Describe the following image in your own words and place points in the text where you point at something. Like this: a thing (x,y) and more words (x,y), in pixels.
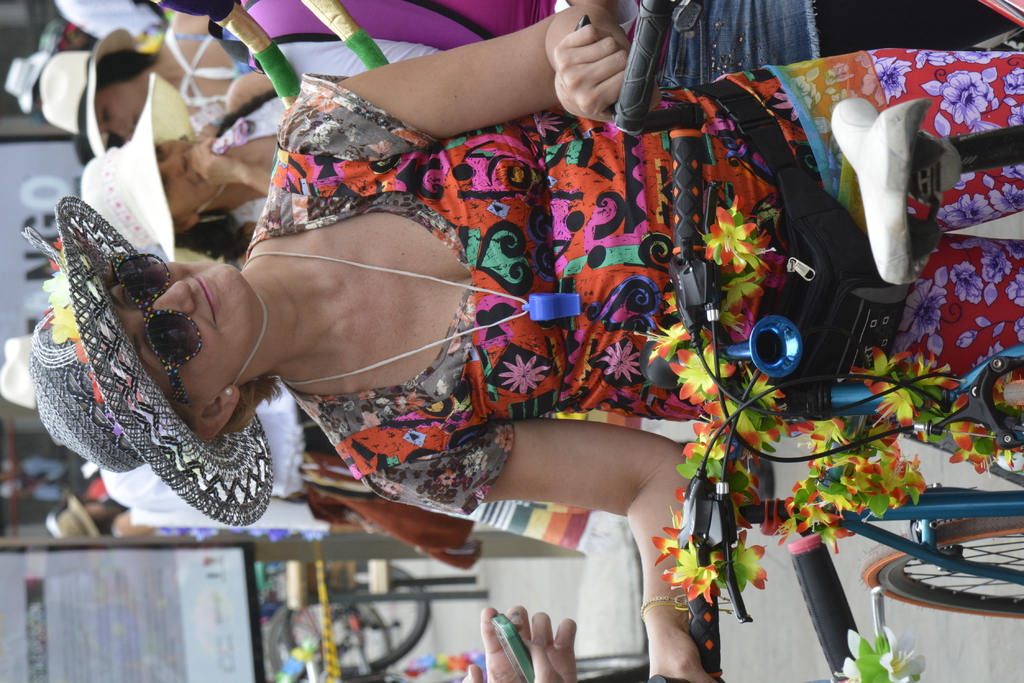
In this image there is a woman (749,114) standing. She is holding the handle (678,132) of a cycle (689,487). She is wearing a hat (158,405) and sunglasses (164,351). Behind her there are many people (130,159) standing. In the bottom left (85,586) there is a board (207,580) on the road (504,564).
